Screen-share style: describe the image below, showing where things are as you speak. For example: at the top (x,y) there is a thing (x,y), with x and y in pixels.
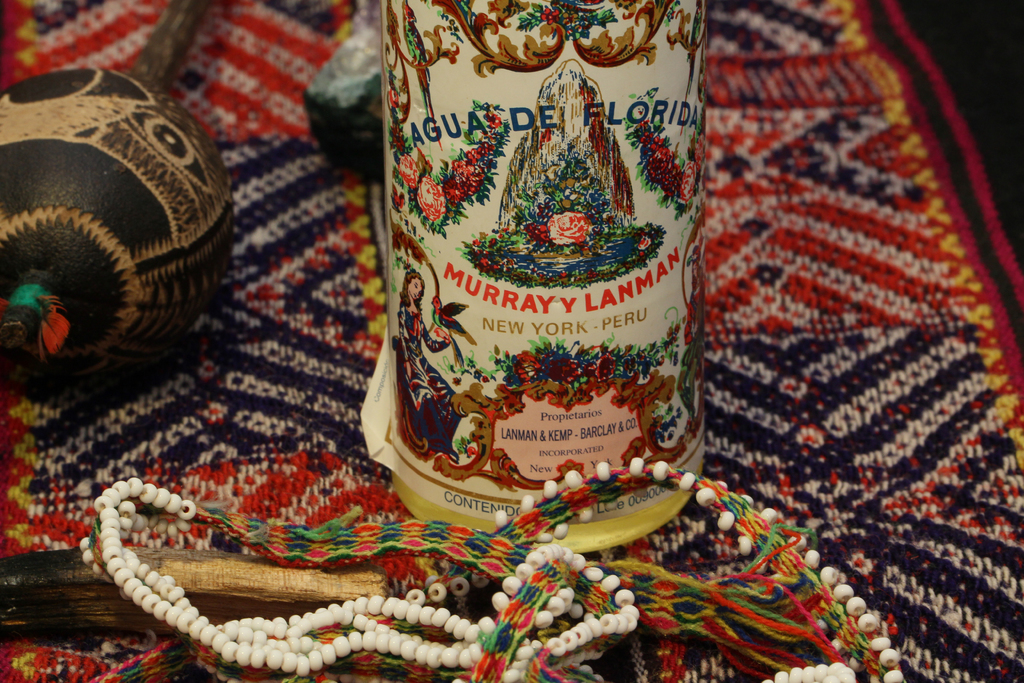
In this picture we can see a necklace (352,520), bottle (509,361) and other things (133,148) on the cloth (773,307).
